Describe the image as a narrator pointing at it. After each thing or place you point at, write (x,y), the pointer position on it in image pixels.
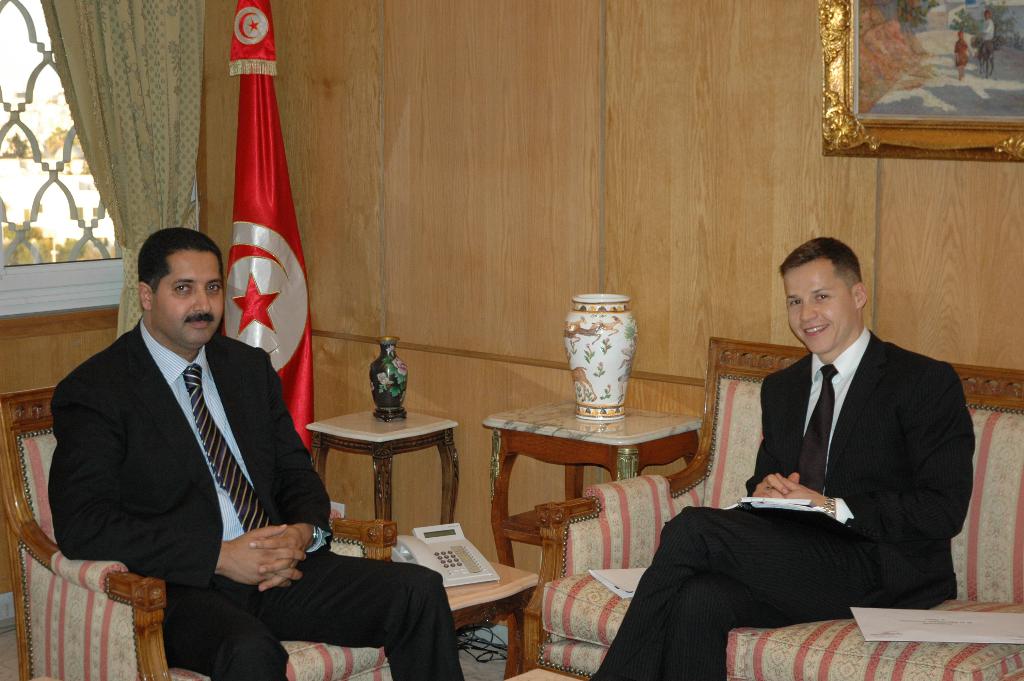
In this picture there are two people (706,549) sitting on seats (569,532) one of them is smiling.
